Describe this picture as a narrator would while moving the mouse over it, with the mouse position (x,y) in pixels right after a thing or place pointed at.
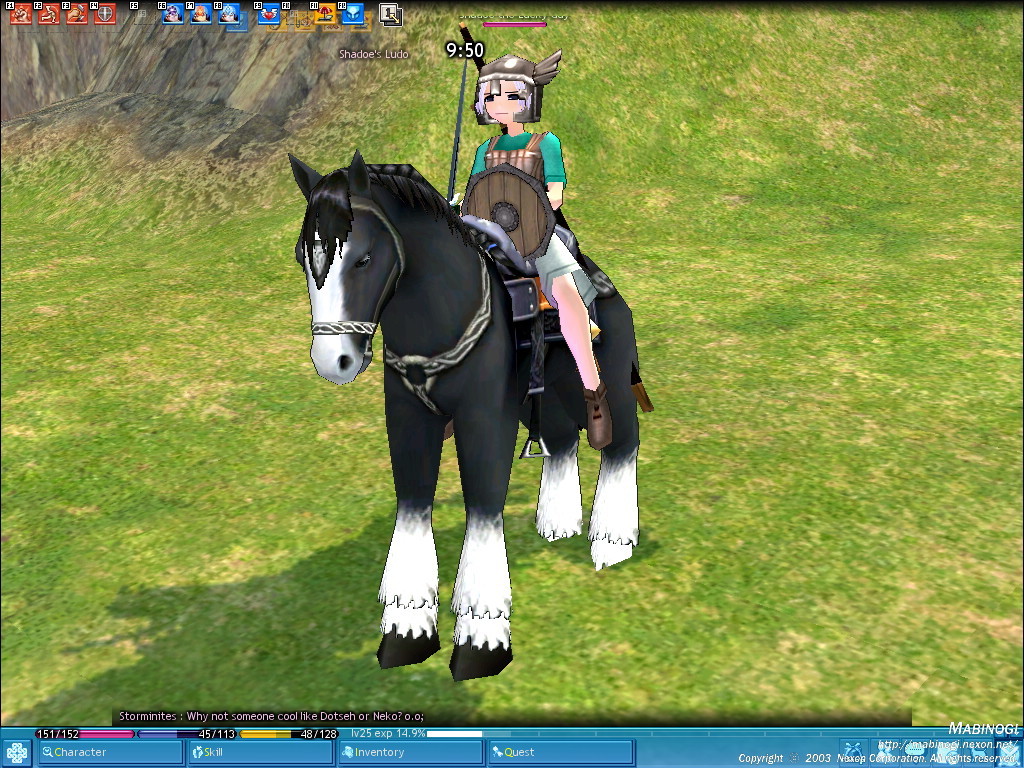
This is an animated web page. In the center of the image (562,290) we can see a person (492,154) is riding a horse (474,275). In the background of the image (282,64) we can see the grass (15,200), rock (59,101), logos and text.
